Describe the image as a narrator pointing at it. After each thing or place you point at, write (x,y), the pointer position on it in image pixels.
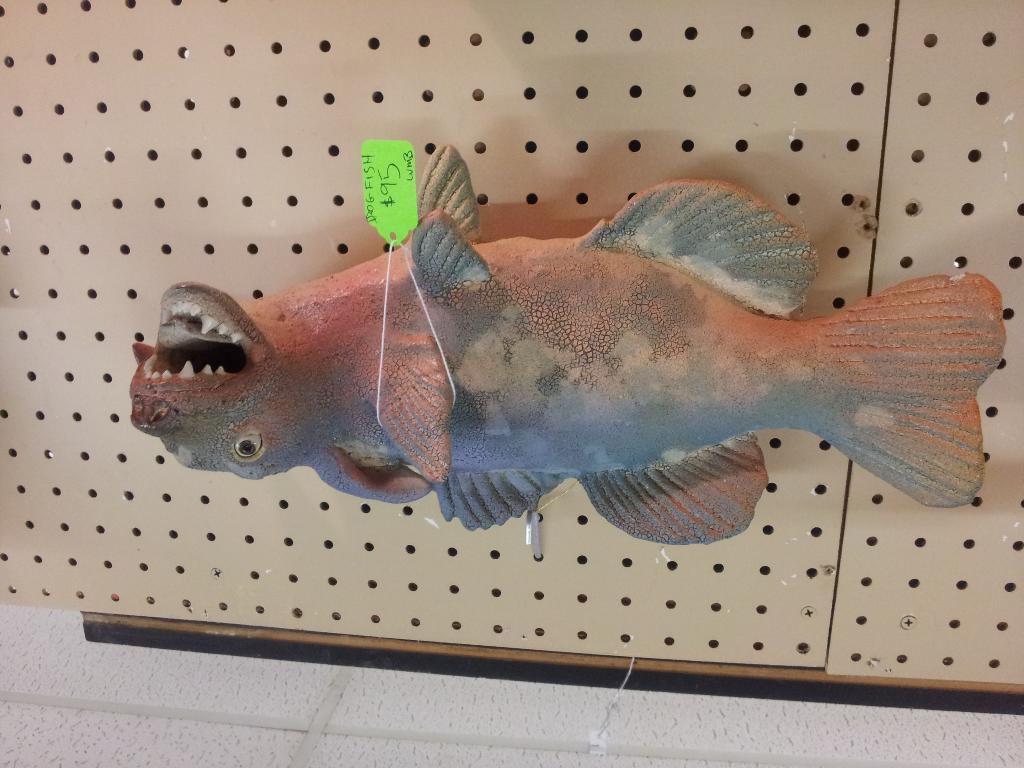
In the center of the image (555,341) we can see a toy of a fish (518,370) is present on the board (300,600). At the bottom of the image (301,712) we can see the wall (265,698).
